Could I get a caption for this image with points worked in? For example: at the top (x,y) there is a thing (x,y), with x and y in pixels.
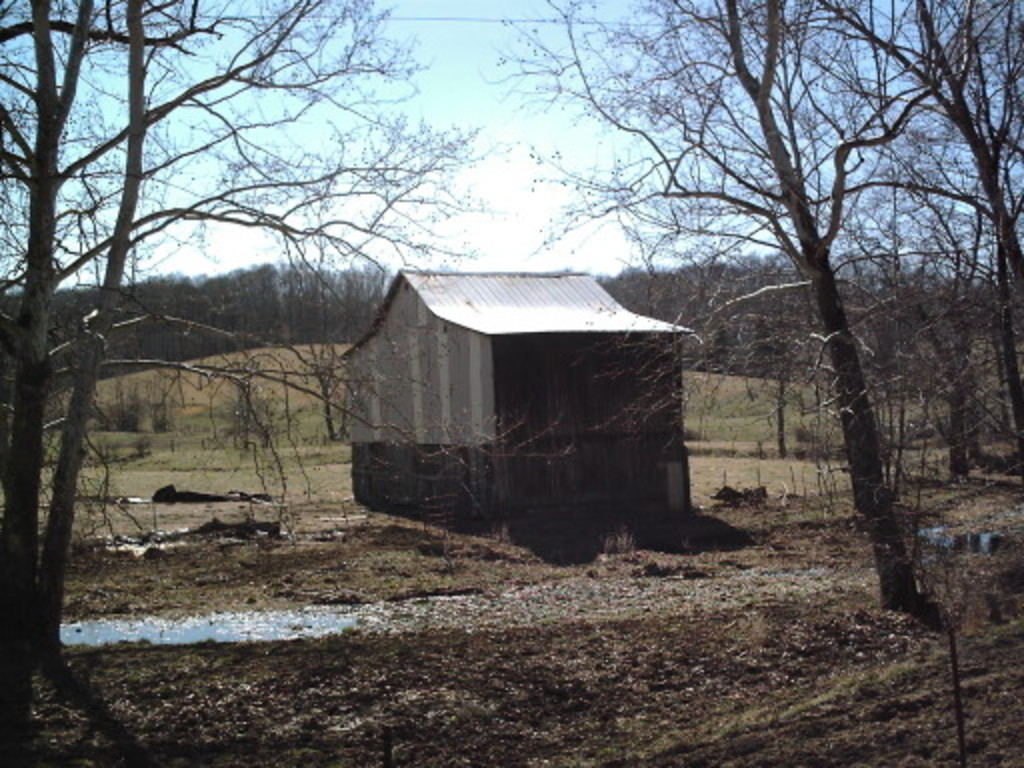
In this image we can see a house (501,454), there are some trees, plants (155,407), water (203,641) and dry leaves (661,653) on the ground (790,660), in the background (622,185) we can see the sky (665,148).
